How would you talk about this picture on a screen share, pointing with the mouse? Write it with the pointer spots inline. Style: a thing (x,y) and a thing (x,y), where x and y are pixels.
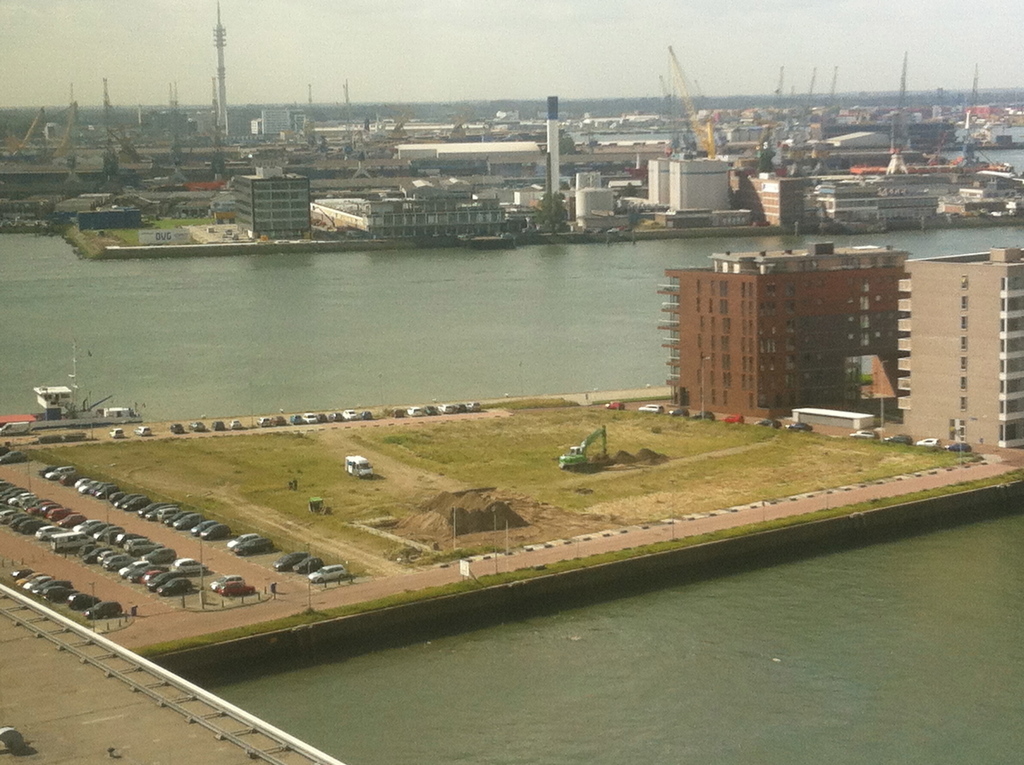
In this image at the center (348,422) cars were parked on the road (178,601). At the back side (778,396) there are buildings (852,355). On both right and left side of the building (709,295) there is water (349,308). At the background (337,164) there are buildings (465,123), cranes (689,120) and at the top (469,94) there is sky (394,30).
